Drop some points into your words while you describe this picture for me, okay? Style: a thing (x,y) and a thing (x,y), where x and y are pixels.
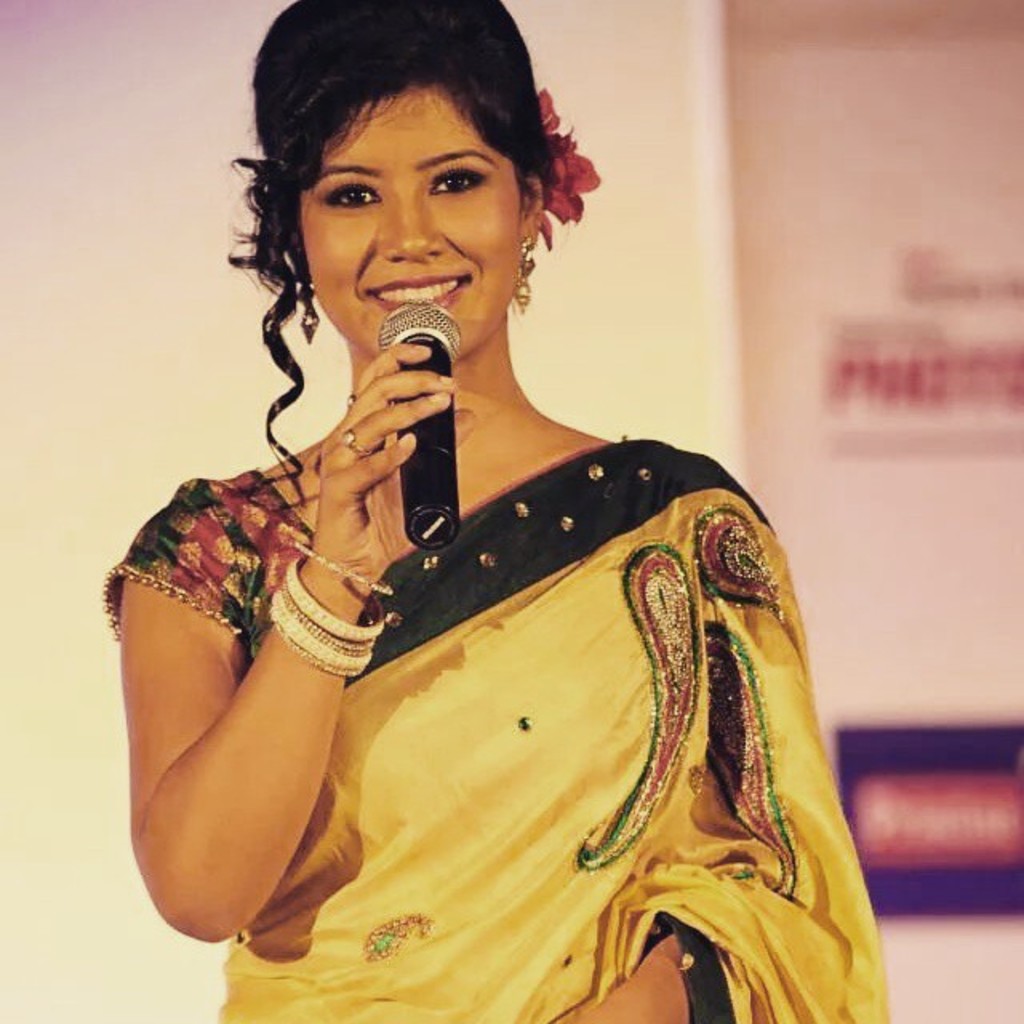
In the image I can see a lady (397,605) who is holding the mic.
